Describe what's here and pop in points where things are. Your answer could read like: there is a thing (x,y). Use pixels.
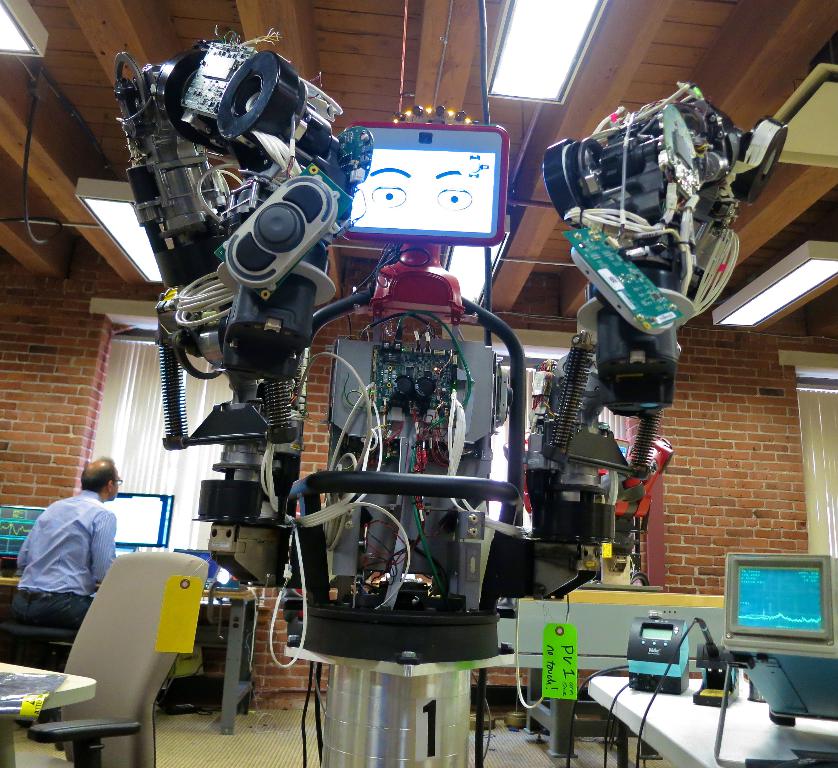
In this image i can see a machine (442,170), at the back ground (779,601) i can see few machines (735,611) on the table (676,716) at left (122,639) there is a chair (133,726) and a table (80,688) at the back ground (52,509) i can see a man (70,566) sitting and seeing in front of a desk top (142,530) a curtain (118,458), a wall (77,389).
